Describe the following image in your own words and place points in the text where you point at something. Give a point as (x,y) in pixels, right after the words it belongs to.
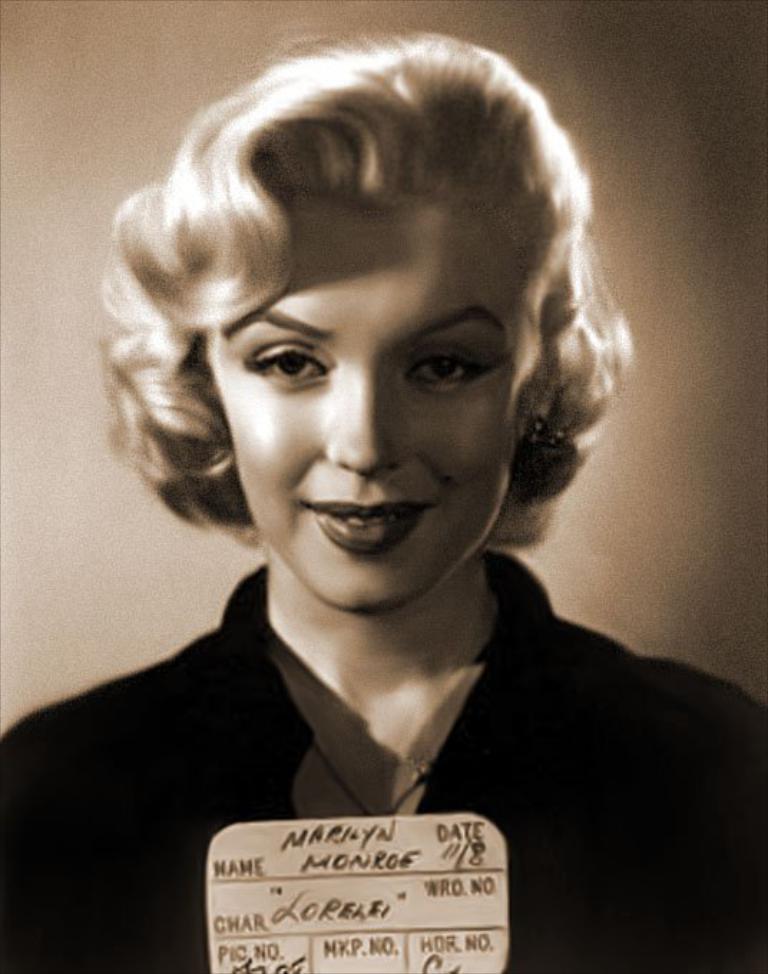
In this image I see a woman (396,165) who is smiling and I see a paper (300,829) on which there is something written and it is brown and dark in the background (717,433).
